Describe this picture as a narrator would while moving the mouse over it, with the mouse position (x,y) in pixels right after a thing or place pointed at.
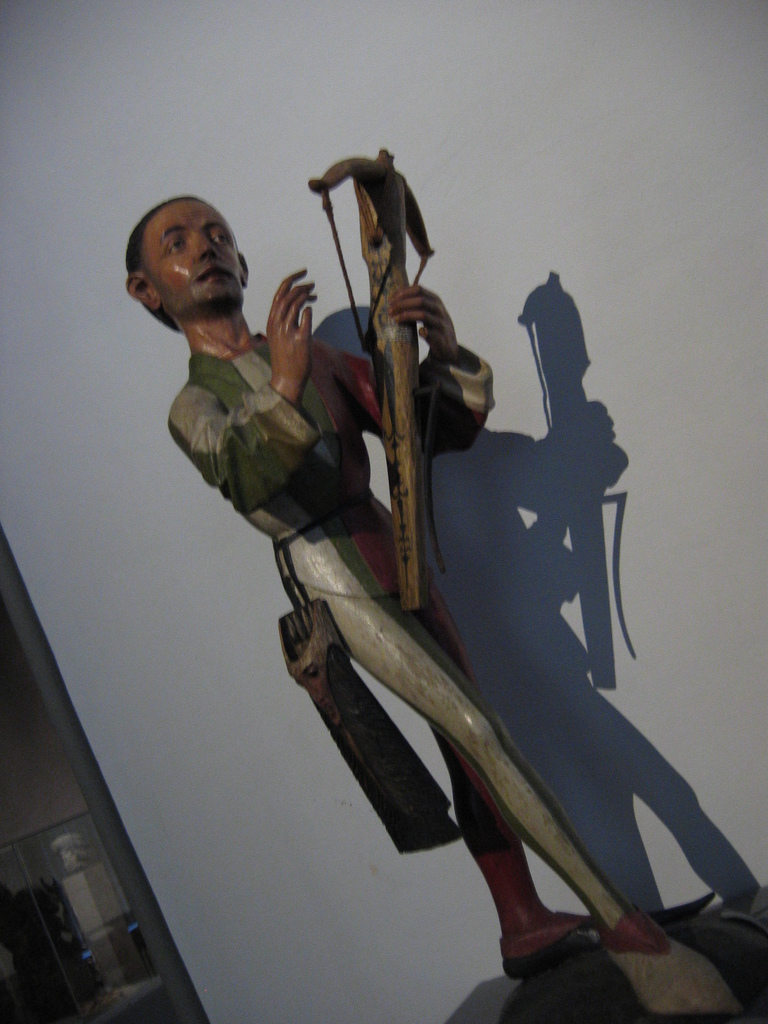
In the foreground of this picture (222,347), we see a toy person (318,456) standing and holding a bow (399,340) in his hand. In the background (416,48), there is a wall (210,128).
